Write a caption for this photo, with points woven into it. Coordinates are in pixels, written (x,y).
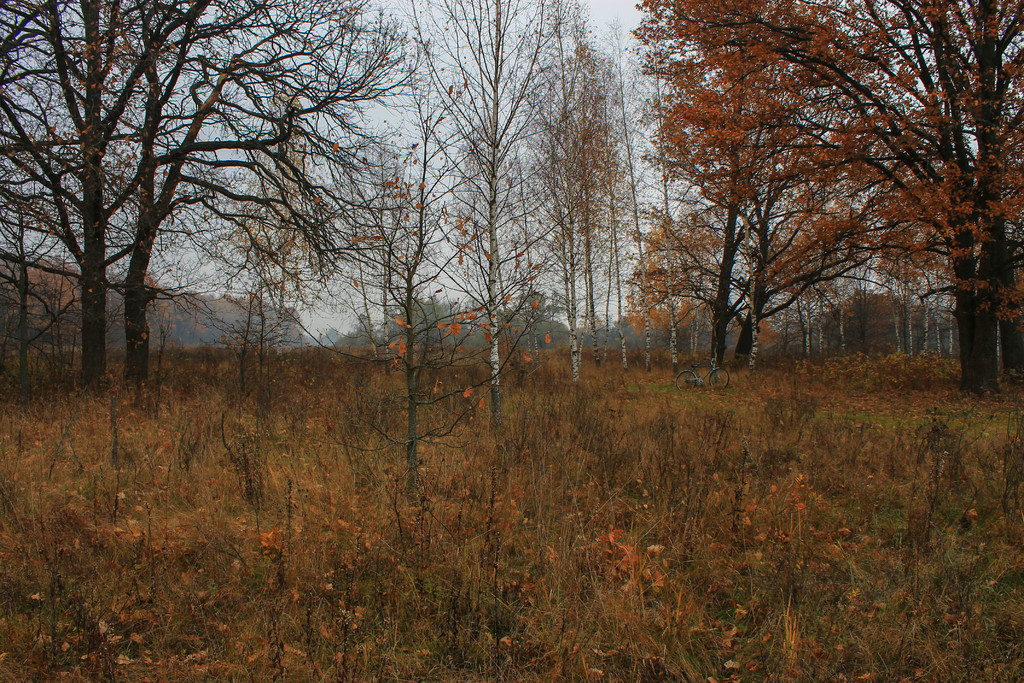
In this picture I can observe some plants (258,461) on the ground (383,487) there are some trees (196,182). I can observe an orange color leaves (743,166) to the trees (774,154) on the right side (788,216). In the background (373,124) there is a sky (471,68).
